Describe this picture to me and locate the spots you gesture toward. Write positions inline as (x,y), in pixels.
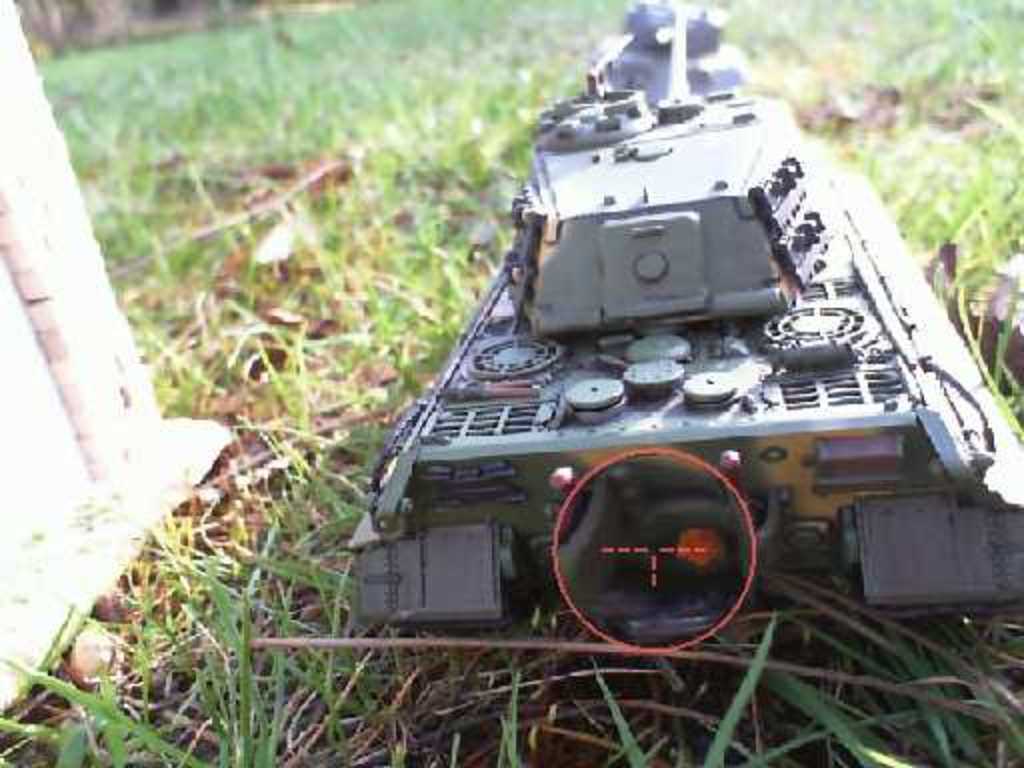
In this image, we can see an object (563,482) on the ground (238,558) covered with grass (373,233). We can see a white colored object (115,440) on the left (123,419).
